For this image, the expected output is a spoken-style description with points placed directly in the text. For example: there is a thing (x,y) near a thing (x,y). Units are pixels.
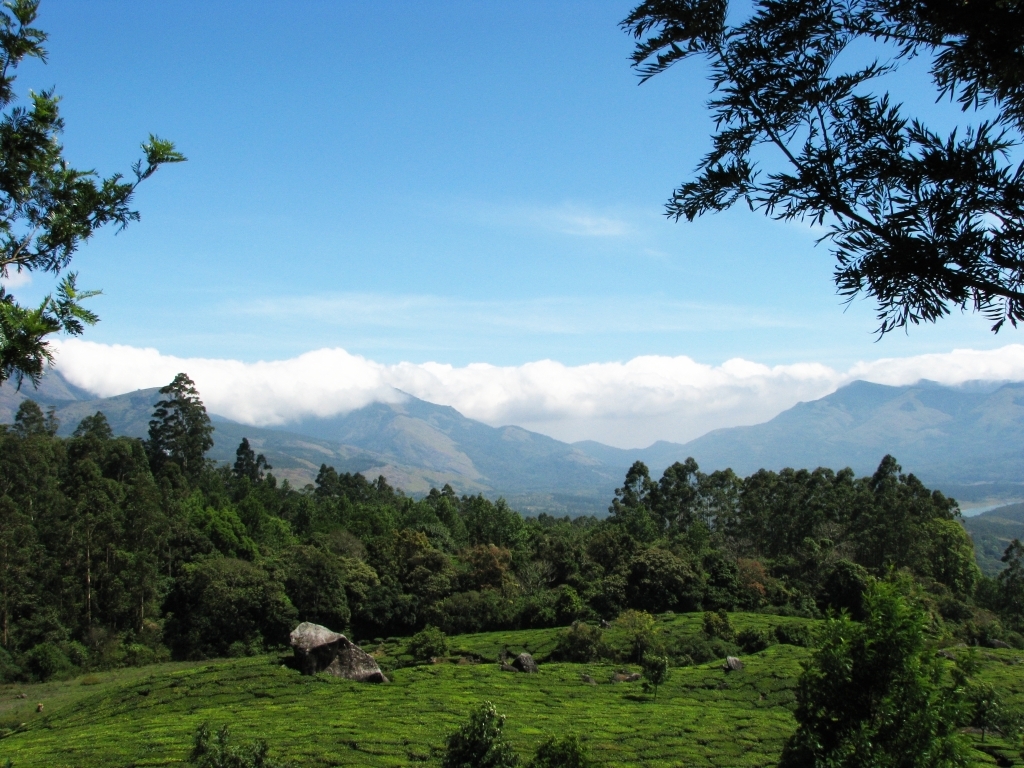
In this image we can see ground (364,725), grass (677,711), plants (492,757), rock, and trees (994,586). In the background (715,302) we can see mountain (964,459) and sky (669,293) with clouds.
